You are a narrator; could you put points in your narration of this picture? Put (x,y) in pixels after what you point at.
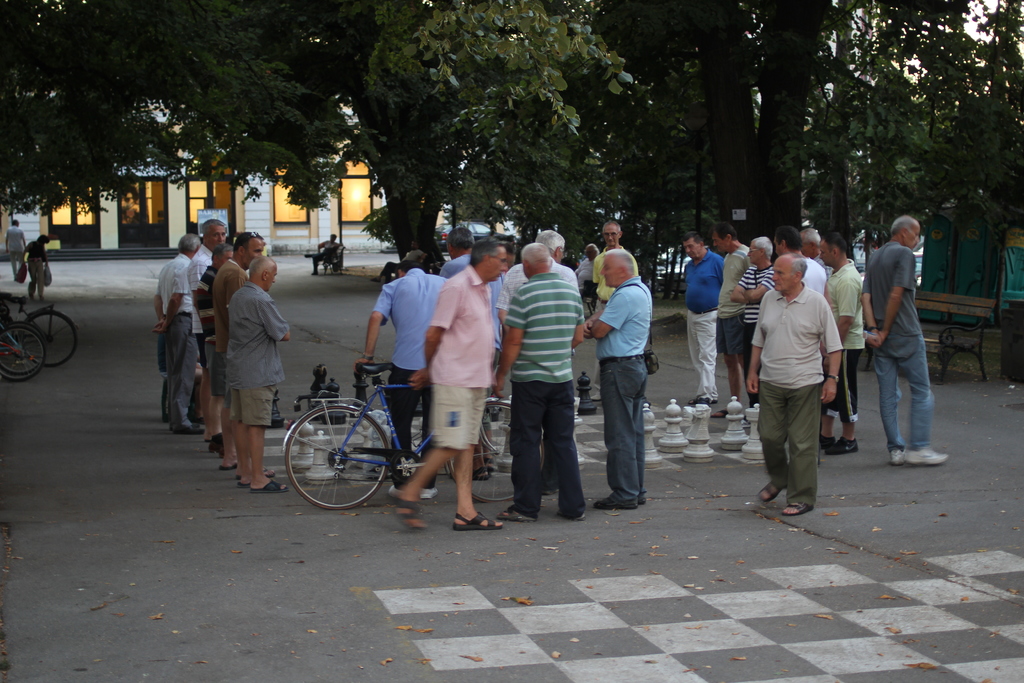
There is a chess board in the center of the image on a road (79,597) and there are people (524,475) those who are standing around it and there is a bench (940,310) on the right side (960,310), there are bicycles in the image and there are trees (318,159), vehicles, and windows (224,192) in the background area (298,190).
